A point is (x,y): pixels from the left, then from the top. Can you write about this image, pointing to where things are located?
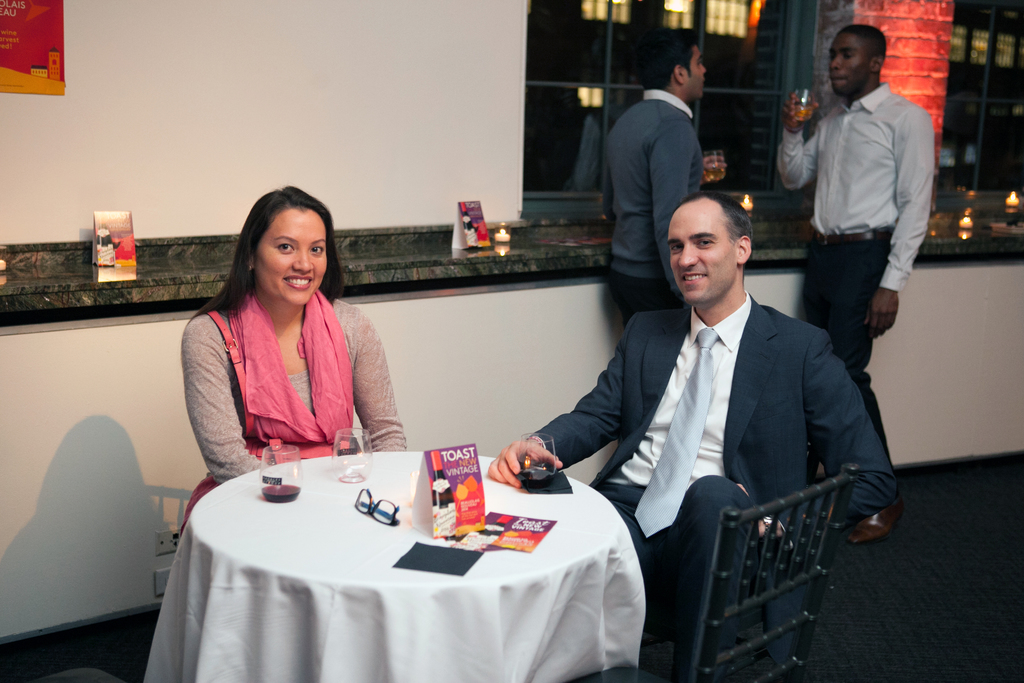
There is a couple (751,239) sitting on a chair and they are smiling. This is a table (294,631) where a glass (363,466) and a spectacles (388,515) are kept on it. In the background (629,232) there are two people (883,318) standing on the right side (906,114) and they are having a drink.
